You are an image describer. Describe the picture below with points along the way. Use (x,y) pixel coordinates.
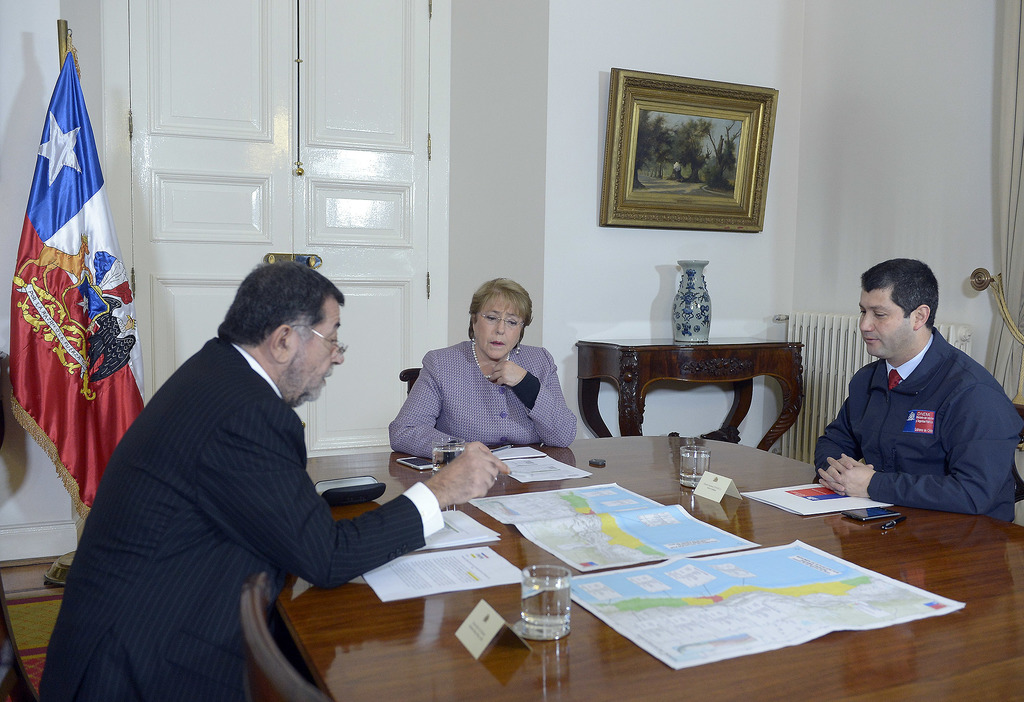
in the picture we can see two men (145,539) and one woman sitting on the chair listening to the person (235,486) speaking, we can see different items (580,554) on the table (471,512), we can also see a frame (694,147) on the wall (676,246), here we can also see a flag (102,235) near to the person (200,415), we can also see a flower vase (689,295) on the table (642,363).
